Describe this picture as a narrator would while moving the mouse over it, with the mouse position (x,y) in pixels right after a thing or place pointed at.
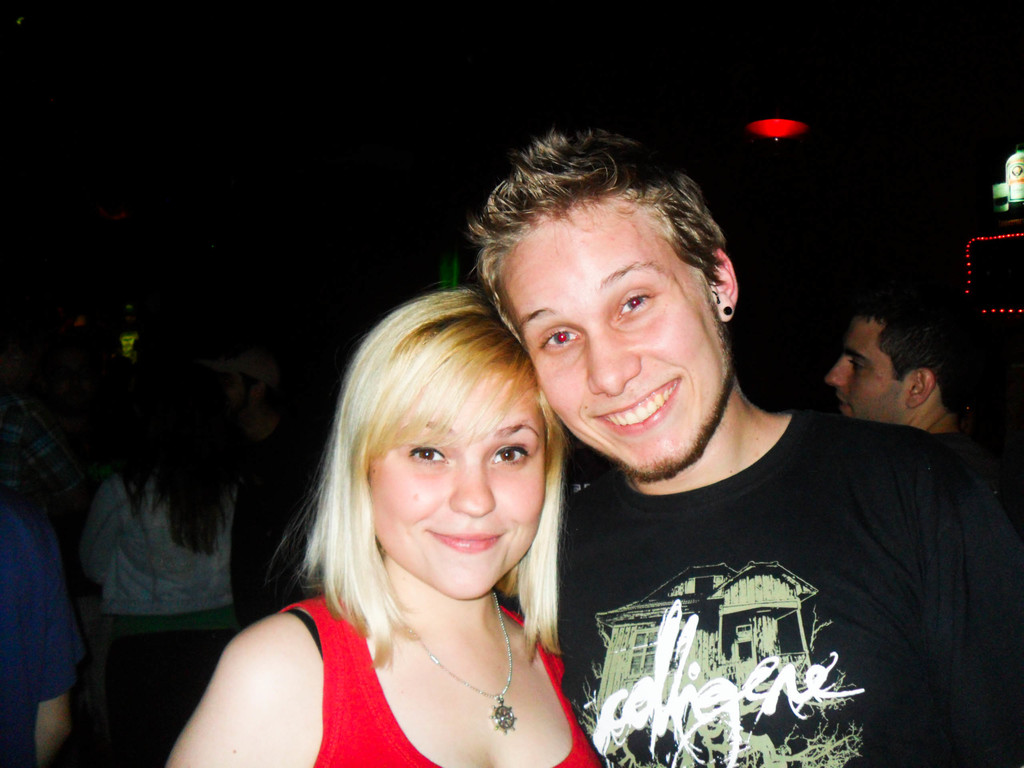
This 2 persons (500,408) are highlighted in this picture. This 2 persons (720,544) smiles. This woman (466,542) wore chain (503,719). The man (640,560) wore black t-shirt (774,620). Backside of this 2 persons (741,462) there are many persons (946,413) standing.
